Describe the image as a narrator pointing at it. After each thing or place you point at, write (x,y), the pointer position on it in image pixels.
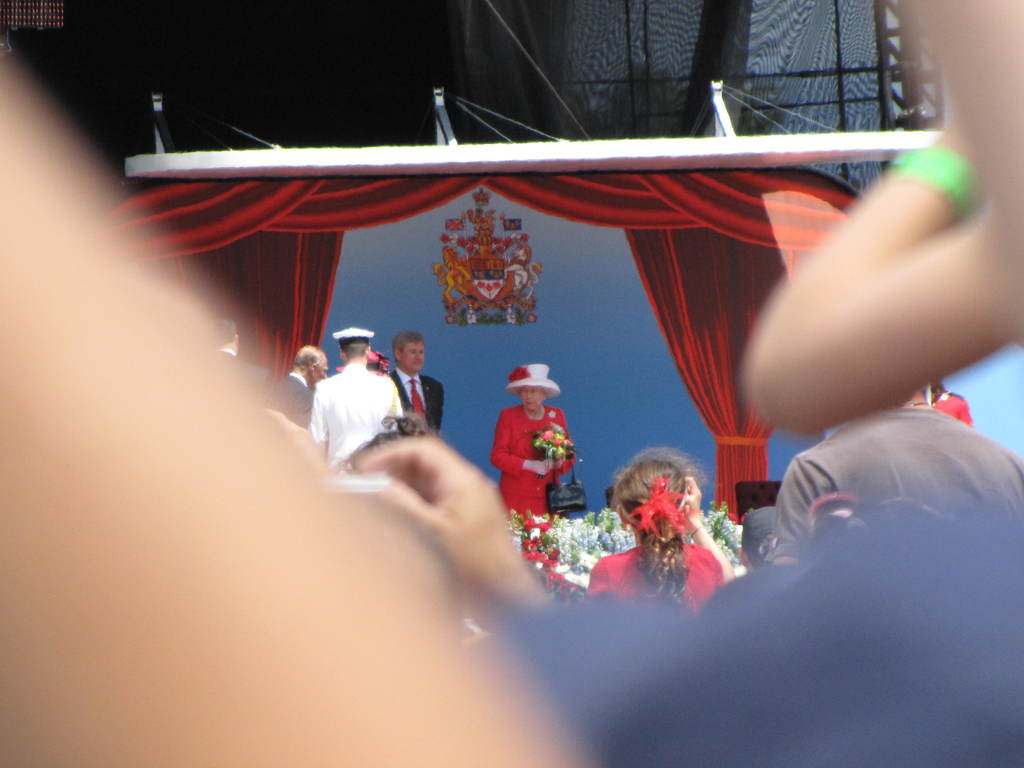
In this image we can see curtains (678,180), plants (589,529), people (522,419) and chair (763,497). One woman (543,471) is holding a bouquet (556,441). Backside there is a sticker (472,287).
